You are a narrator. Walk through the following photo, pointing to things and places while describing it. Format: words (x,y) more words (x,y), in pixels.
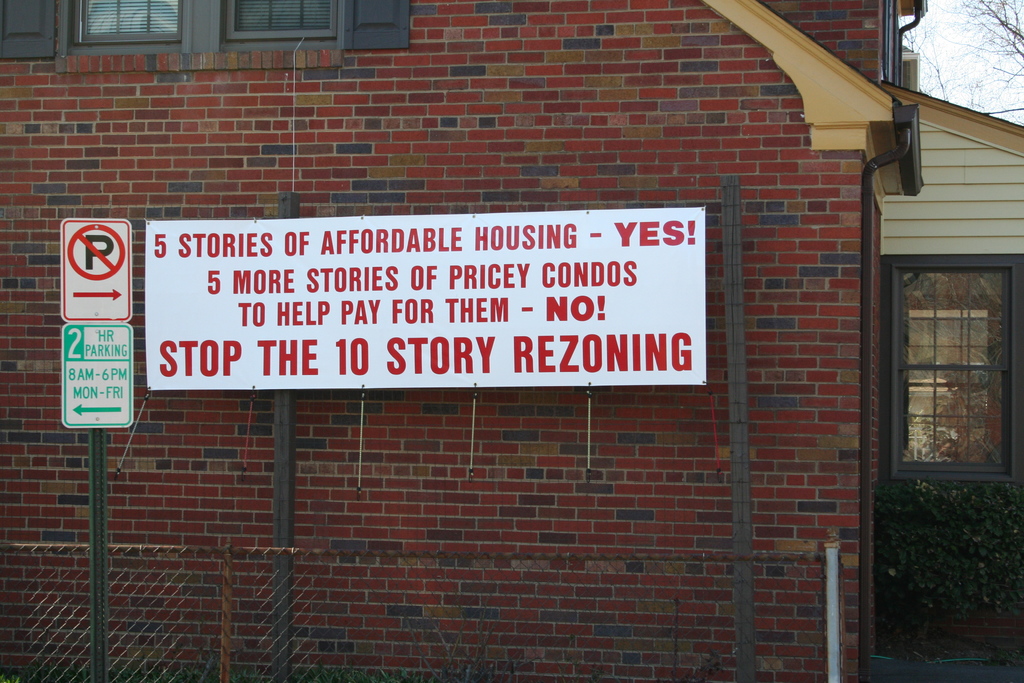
In this image we can see a house (533,437). There is a board (432,318) on which some text (402,293) written on it. There is a traffic sign board (100,327) in the image. There is a tree (998,59) and a plant (958,586) in the image.
